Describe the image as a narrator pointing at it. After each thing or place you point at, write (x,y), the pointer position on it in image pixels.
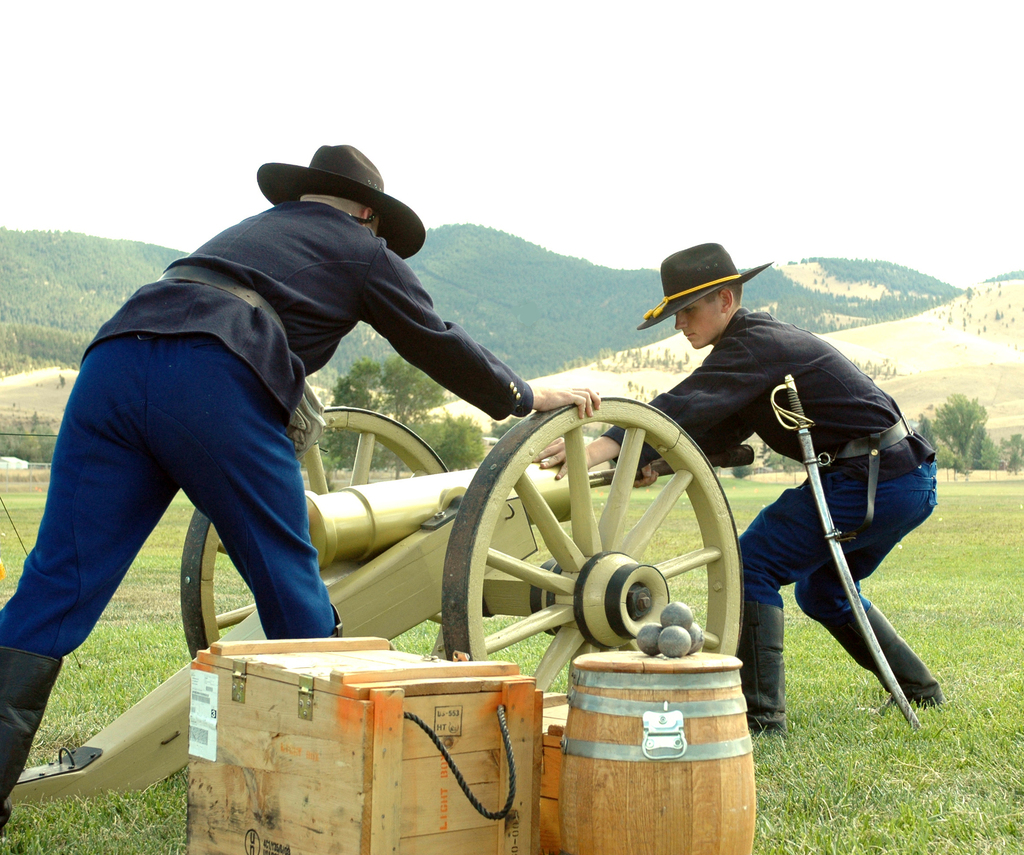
In this picture I can see there are two people (827,419) standing here and they are pushing a weapon (469,503) and there are some boxes (524,748) placed on the grass (81,718) and in the backdrop (935,360) I can see there are trees (131,262) and mountains (133,258). The sky (219,119) is clear.
